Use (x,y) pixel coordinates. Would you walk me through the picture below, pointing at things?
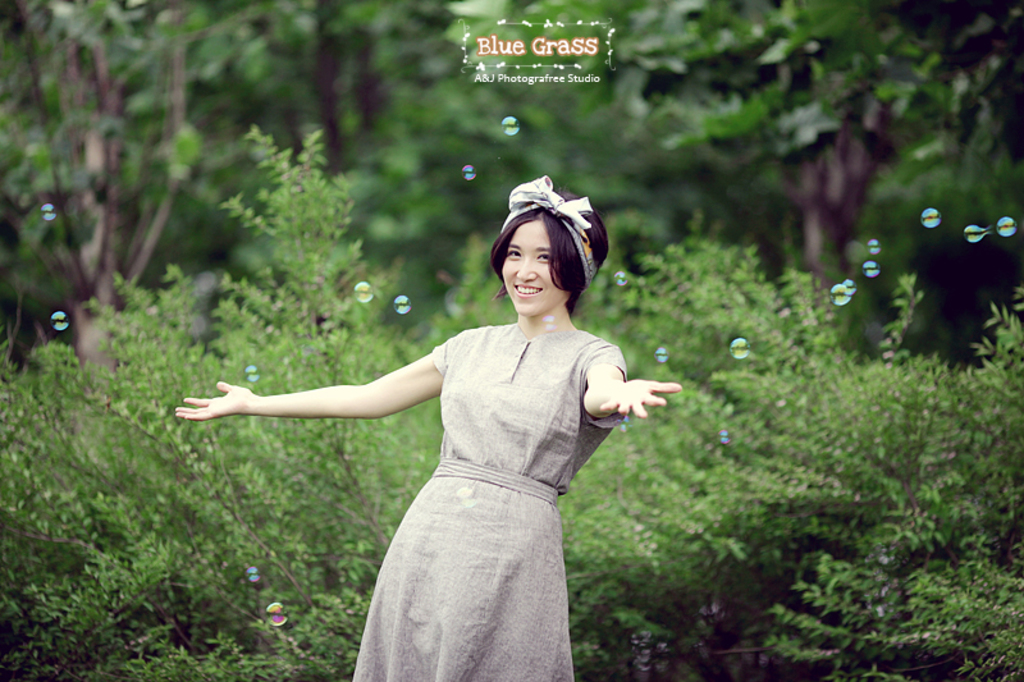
In this picture there is a woman (416,568) wearing grey dress (511,534), smiling and giving a pose. Behind there are some plants (660,456). In the background (456,115) there are some trees (473,84). On the top of the image (521,54) we can see a small quote (519,52) written on it.
